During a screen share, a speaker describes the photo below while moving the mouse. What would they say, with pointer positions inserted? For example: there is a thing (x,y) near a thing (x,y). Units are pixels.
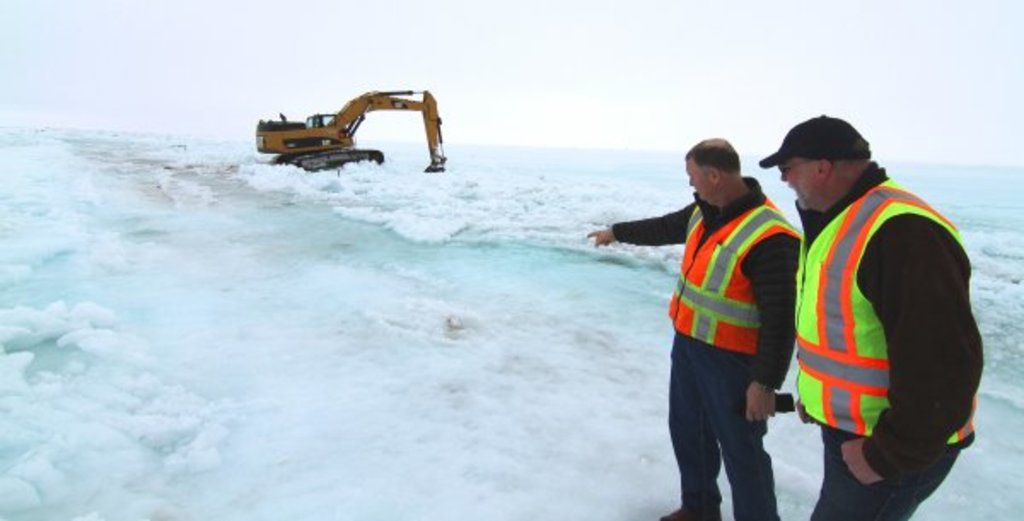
In this image there are two persons (831,300), a crane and the ground (357,296) is covered with ice (318,312).
